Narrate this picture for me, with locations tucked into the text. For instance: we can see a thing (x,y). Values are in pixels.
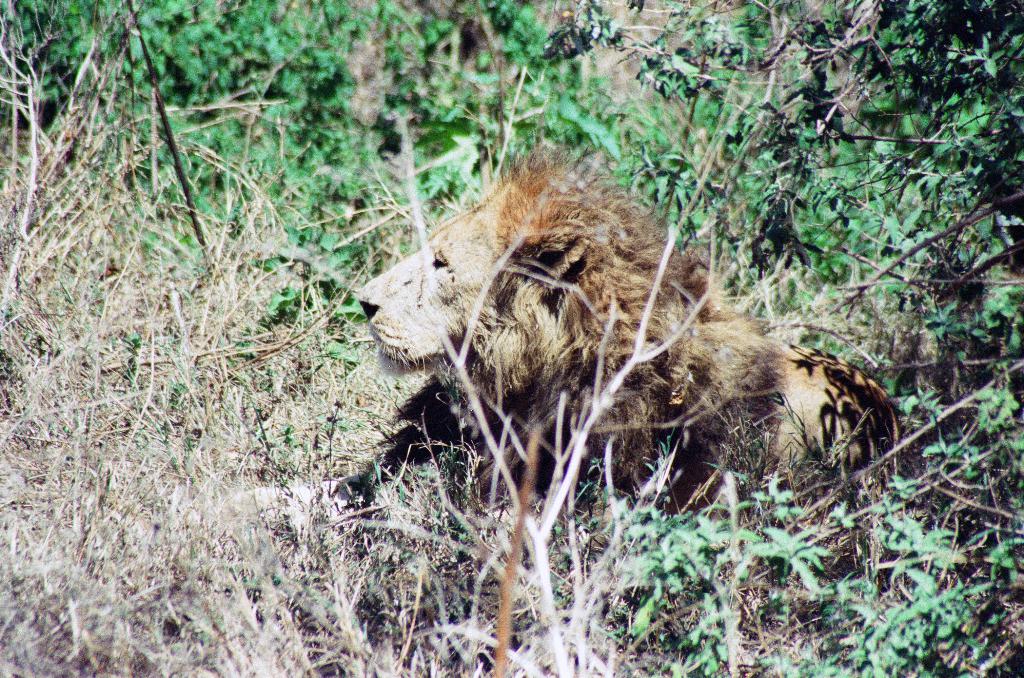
This picture shows a lion (479,276) and we see trees (698,39) and plants (982,673). The lion (535,391) is brown in color.
